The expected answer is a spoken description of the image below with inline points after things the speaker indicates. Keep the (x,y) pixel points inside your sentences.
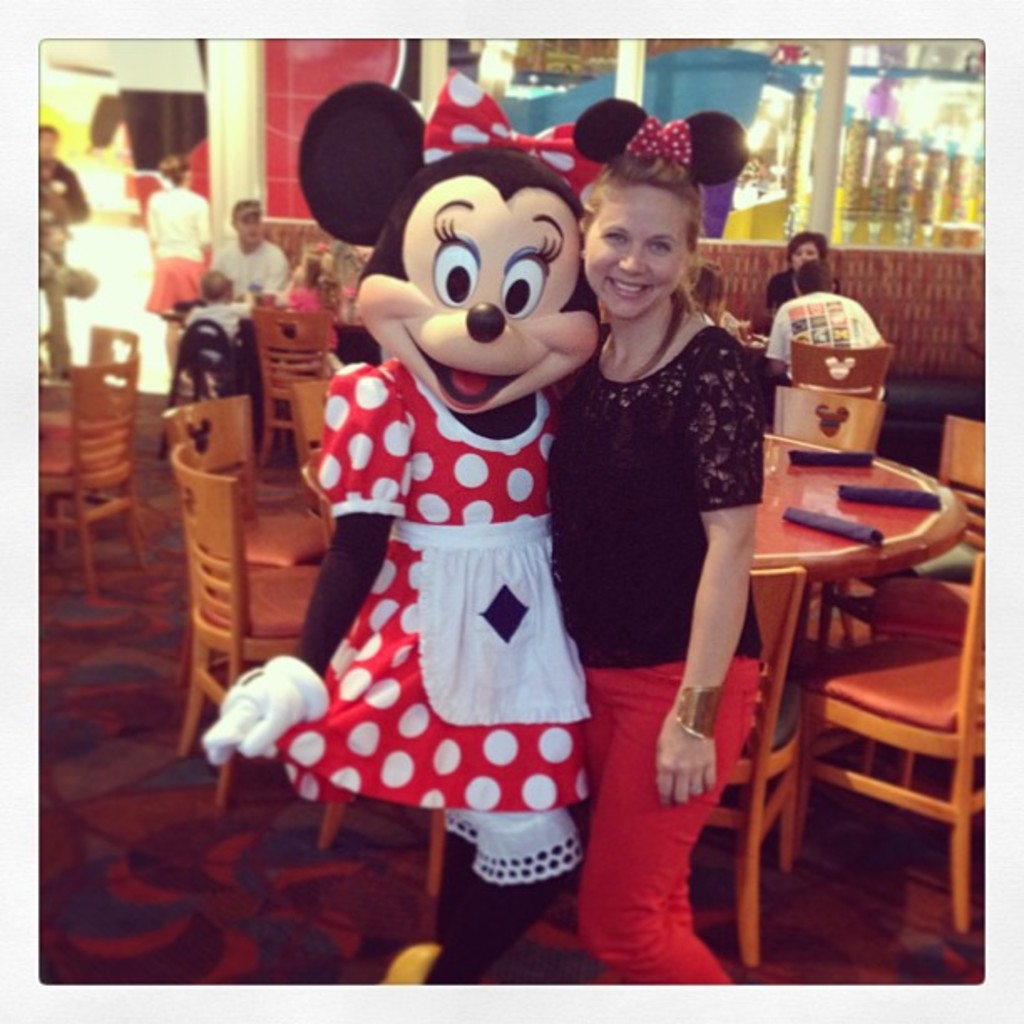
In this image I see a woman (686,285) and a minnie mouse (534,390) and both of them are smiling. In the background (837,574) I can see lot of chairs (277,343) and tables (930,488) and lot of people (59,283).
